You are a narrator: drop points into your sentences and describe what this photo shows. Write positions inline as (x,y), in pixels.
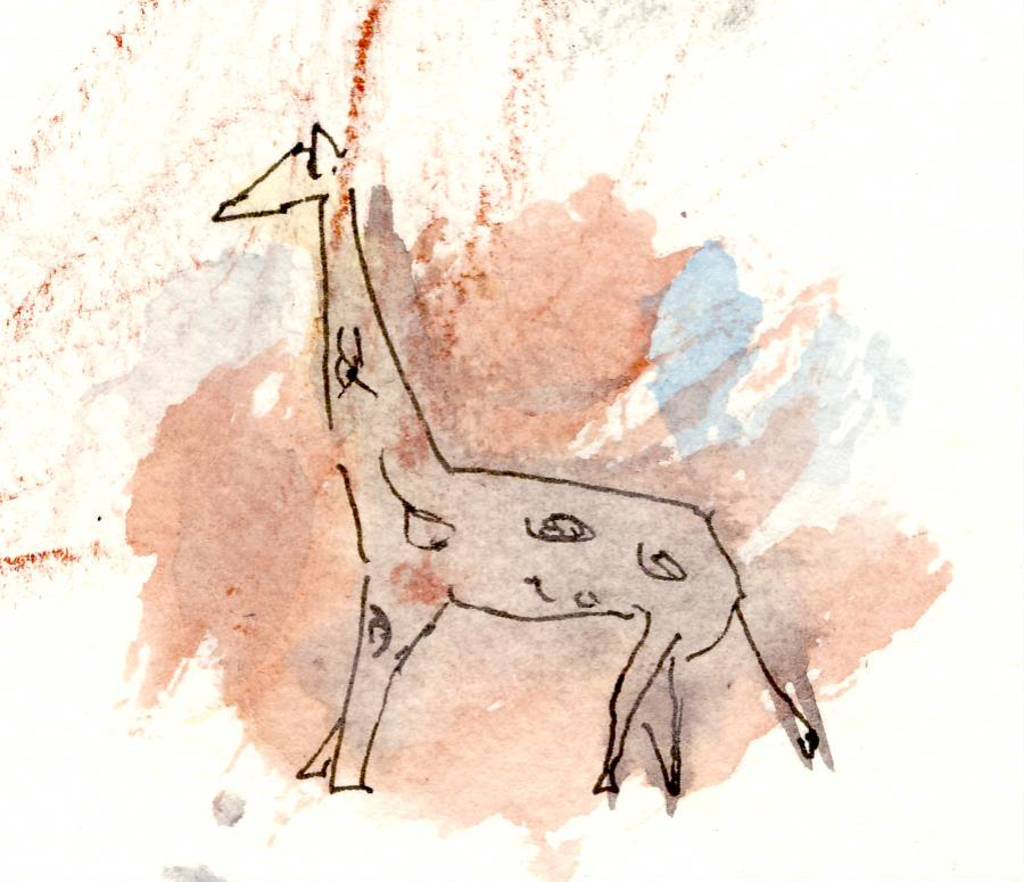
In this picture I can see a drawing (480,478) of a giraffe (446,488).
